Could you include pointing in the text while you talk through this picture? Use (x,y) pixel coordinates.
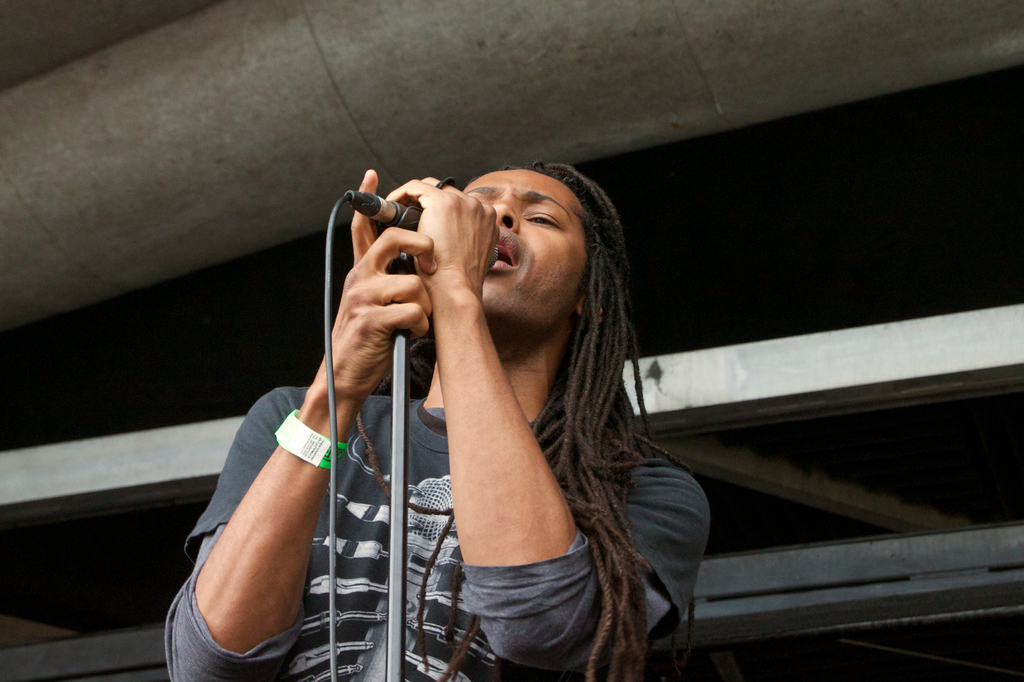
In this image the person (451,222) is holding the mike (395,222) and singing the song and wearing the ash shirt (435,613) behind the person (501,581) the background (215,465) is a concrete structure (193,440).
